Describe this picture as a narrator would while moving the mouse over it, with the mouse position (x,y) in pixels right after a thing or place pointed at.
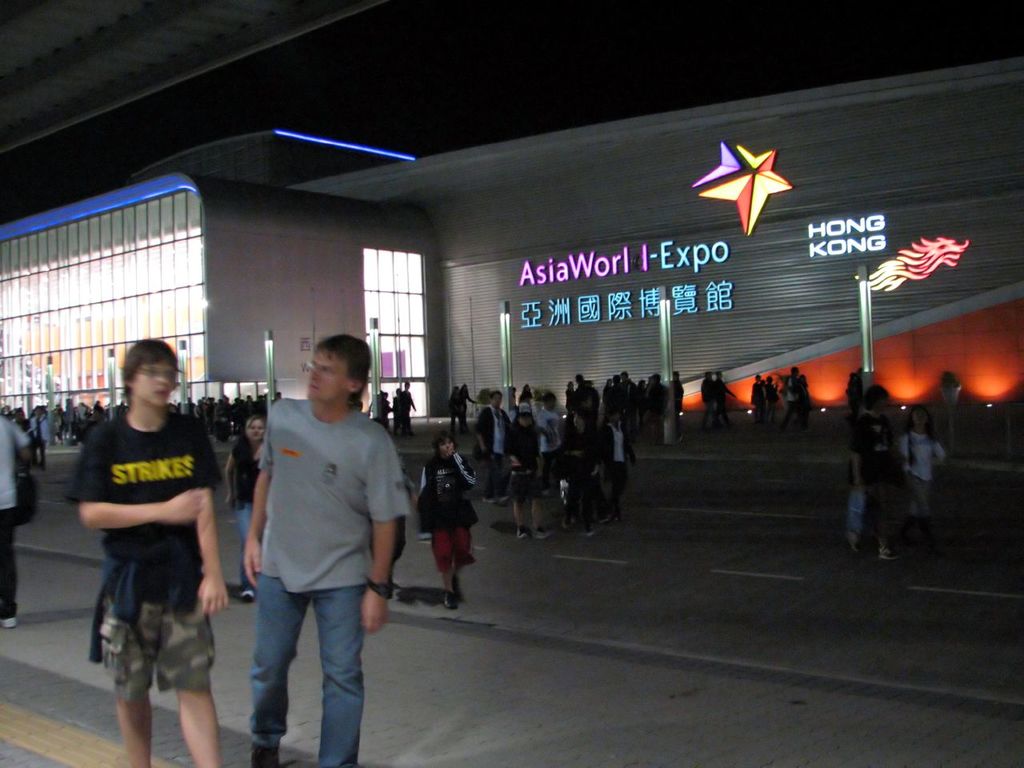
In this image we can see a building (824,392), which consists of some text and logos (776,190) on it, in front of it there are poles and a group of people (470,550).
